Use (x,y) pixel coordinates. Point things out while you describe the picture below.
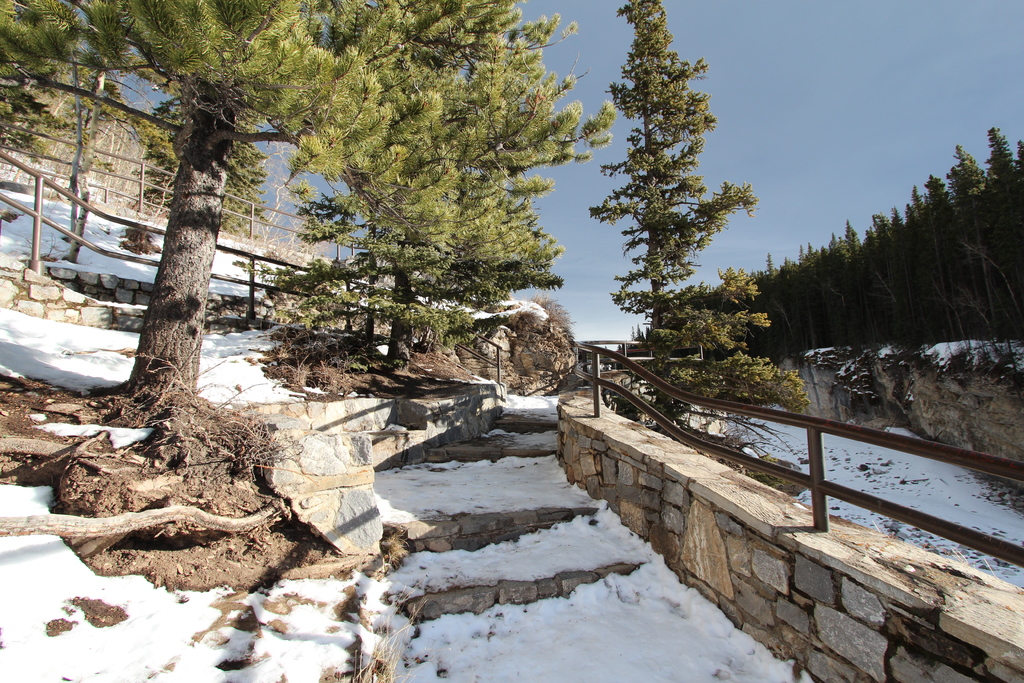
In the picture I can see snow (441,511) on the ground (482,550), I can see stone wall (863,588), trees (969,223), fence (36,188) and the sky (948,122) in the background (532,293).
